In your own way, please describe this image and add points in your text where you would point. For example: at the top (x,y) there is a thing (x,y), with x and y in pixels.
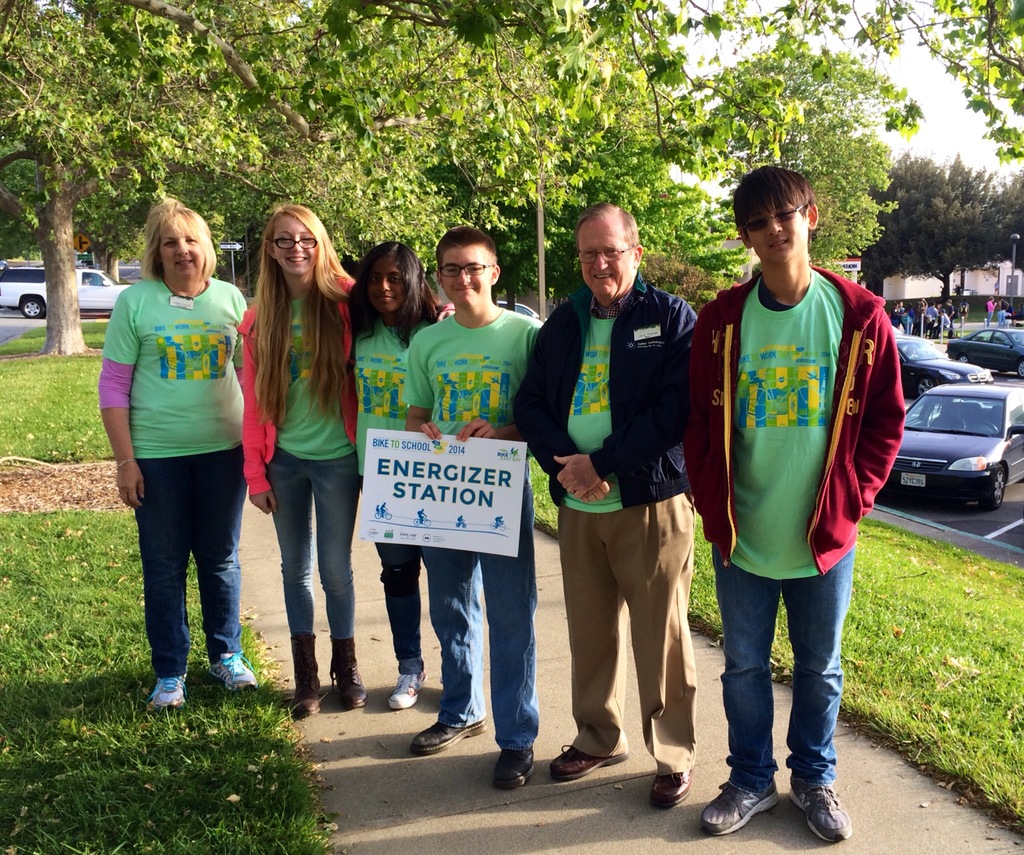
In the picture I can see group of people (526,428) are standing among them the man (492,599) in the middle (455,536) is holding a board (443,516) on which something written on it. In the background (121,286) I can see trees (832,184), the grass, vehicles (931,436) and the sky (920,134).
